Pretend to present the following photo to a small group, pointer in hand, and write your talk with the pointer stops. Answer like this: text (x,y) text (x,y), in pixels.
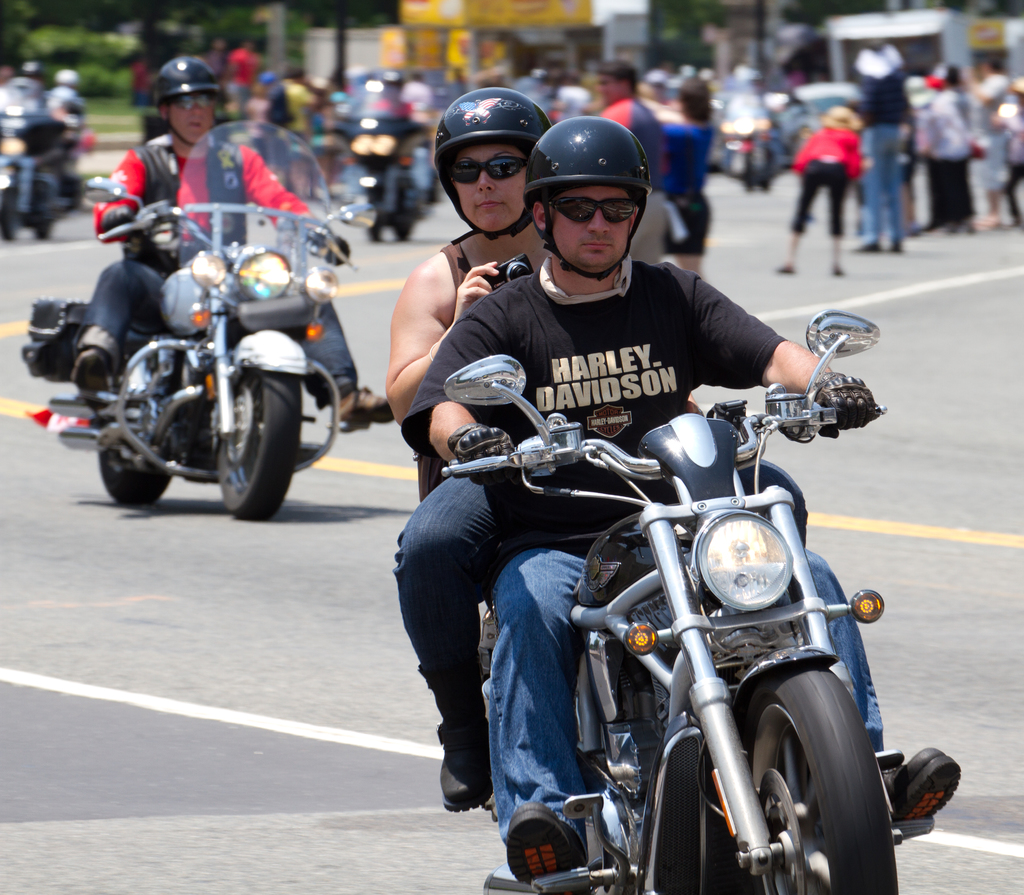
In the center of the image (582,349) there are two person (561,379), One is riding a bike (686,590) and another holding a camera (512,260), Both of them wears a helmet (535,193) and goggles (571,209). Background (906,165) there are group of people (840,150) who are standing on a road (950,251). On the top left (95,20) there is a tree (80,17). And on the top (418,11) there is a shop (509,30).
